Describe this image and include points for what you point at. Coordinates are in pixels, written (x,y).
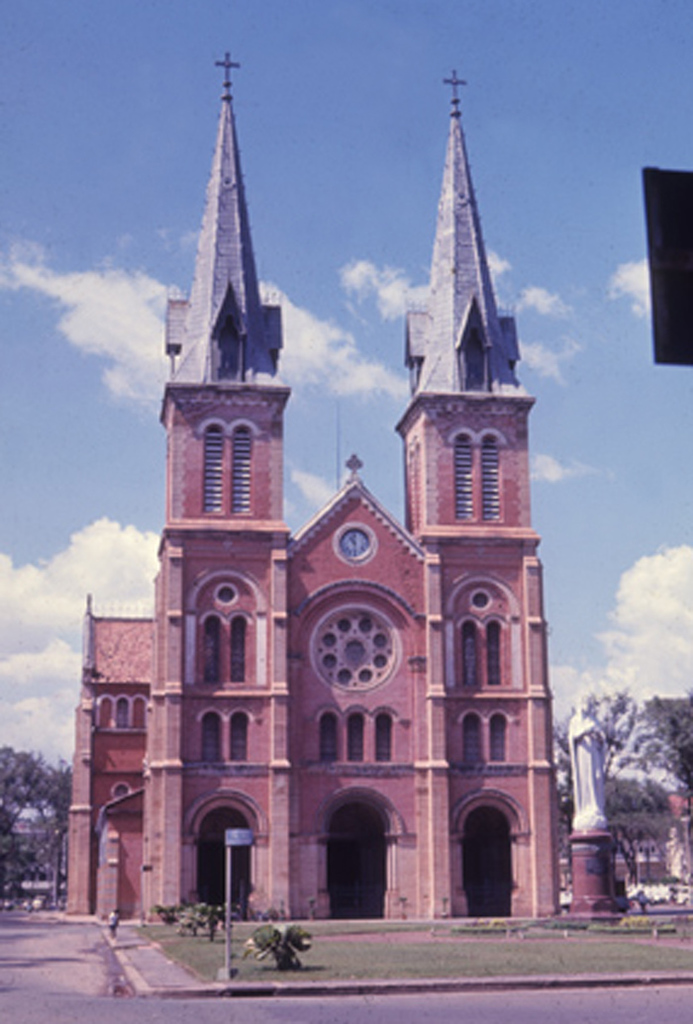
In this image I can see a road (284,1018) and a pole (227,879) in the front (456,1002). In the background (126,911) I can see an open grass ground (418,950), few plants (296,954), a sculpture (599,854), a building (277,651), clouds (21,601) and the sky (650,128). I can also see few trees (25,808) on the both sides of the image.
